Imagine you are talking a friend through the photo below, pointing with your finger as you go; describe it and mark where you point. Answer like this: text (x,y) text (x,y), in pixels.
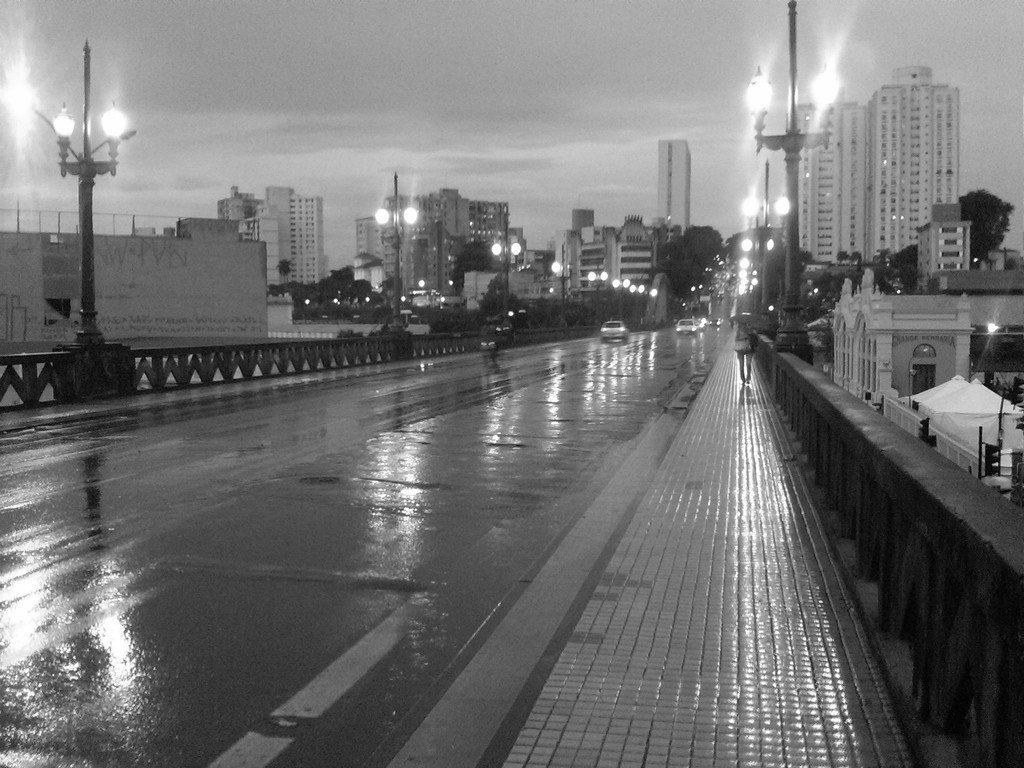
As we can see in the image there are street lamps (109,173), fence (408,349), a person (750,361) walking over here, vehicles (609,324), trees (501,304) and there are buildings (926,271). At the top (559,29) there is sky (335,59).
